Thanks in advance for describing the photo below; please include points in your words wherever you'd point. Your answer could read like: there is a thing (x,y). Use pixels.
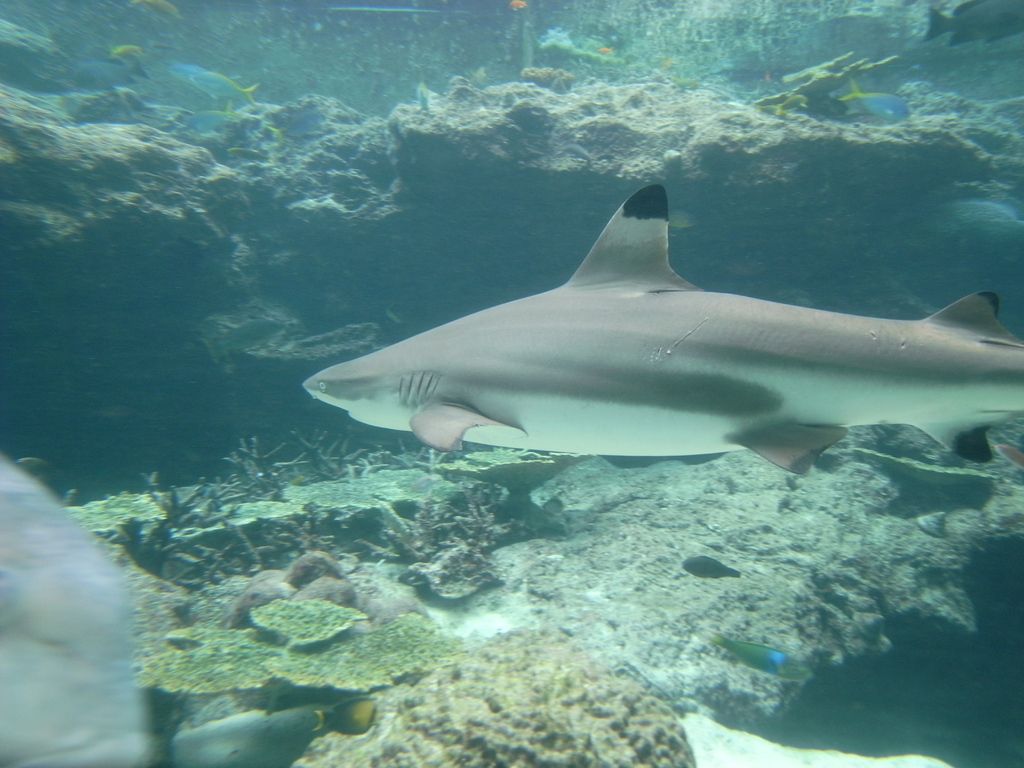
In the picture I can see an underwater environment (423,485), there is a shark (575,329) truncated towards the right of the image (694,333), there are fishes (200,79), there is a fish (961,23) truncated towards the top of the image (984,8), there is an object (29,627) truncated towards the left of the image (67,588).
